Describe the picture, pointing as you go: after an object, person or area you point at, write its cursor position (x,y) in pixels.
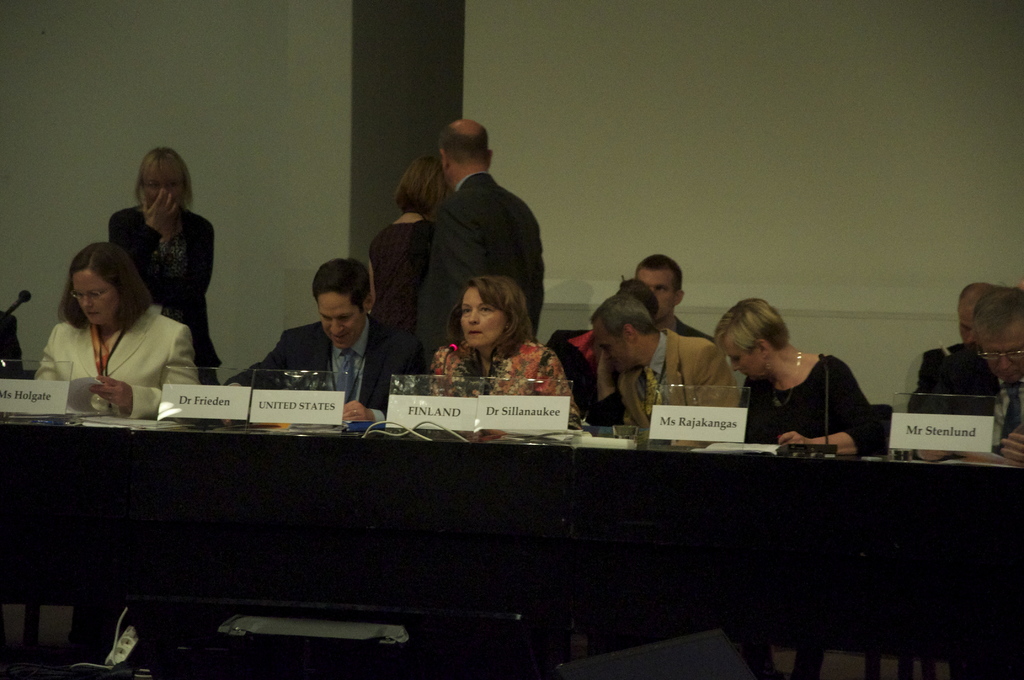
In this image there are persons (601,350) sitting, there are persons (429,238) standing, there is a person (981,323) truncated towards the right of the image (991,341), there is a person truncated towards the left of the image (12,364), there is a microphone (18,302), there is a desk (460,526) truncated, there are objects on the desk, there are boards (448,407), there is text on the board (553,421), there is an object (663,661) truncated towards the bottom of the image (666,649), there is a wall (347,71) truncated.
